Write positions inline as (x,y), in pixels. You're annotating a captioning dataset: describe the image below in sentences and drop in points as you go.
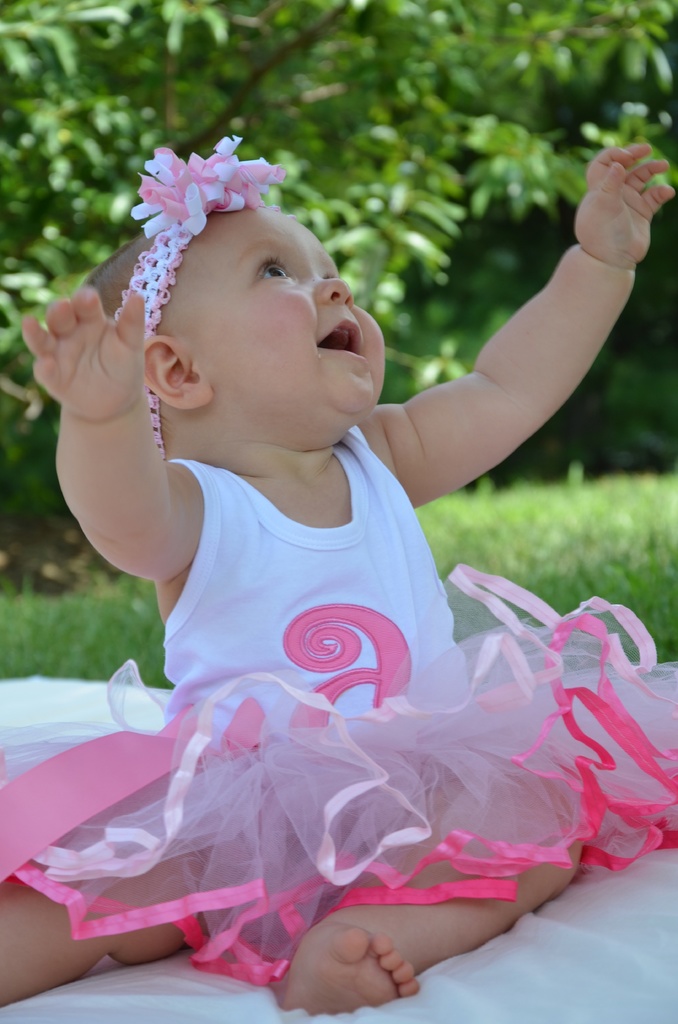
In this picture I can see a girl (468,454) sitting on the cloth (637,958), and in the background (669,504) there is grass (642,517) and there are trees (353,121).
